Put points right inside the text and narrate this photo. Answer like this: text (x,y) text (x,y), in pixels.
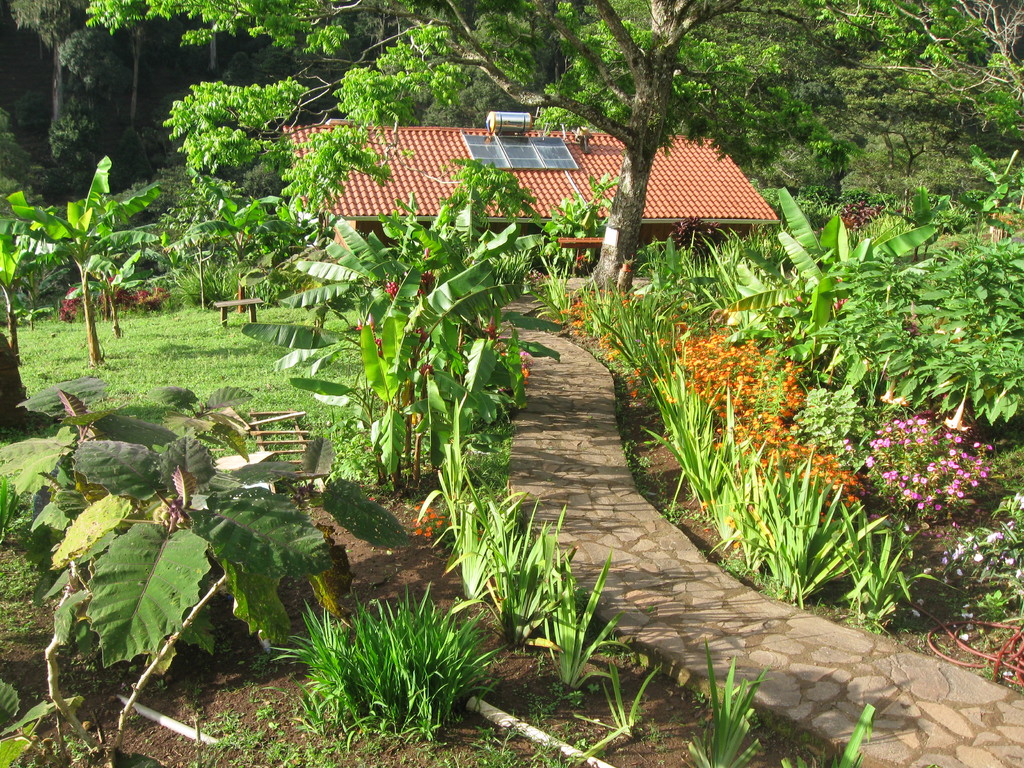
In this image I can see plants (70,216) and trees (444,115) in green color and the house (421,143) is in brown color.
